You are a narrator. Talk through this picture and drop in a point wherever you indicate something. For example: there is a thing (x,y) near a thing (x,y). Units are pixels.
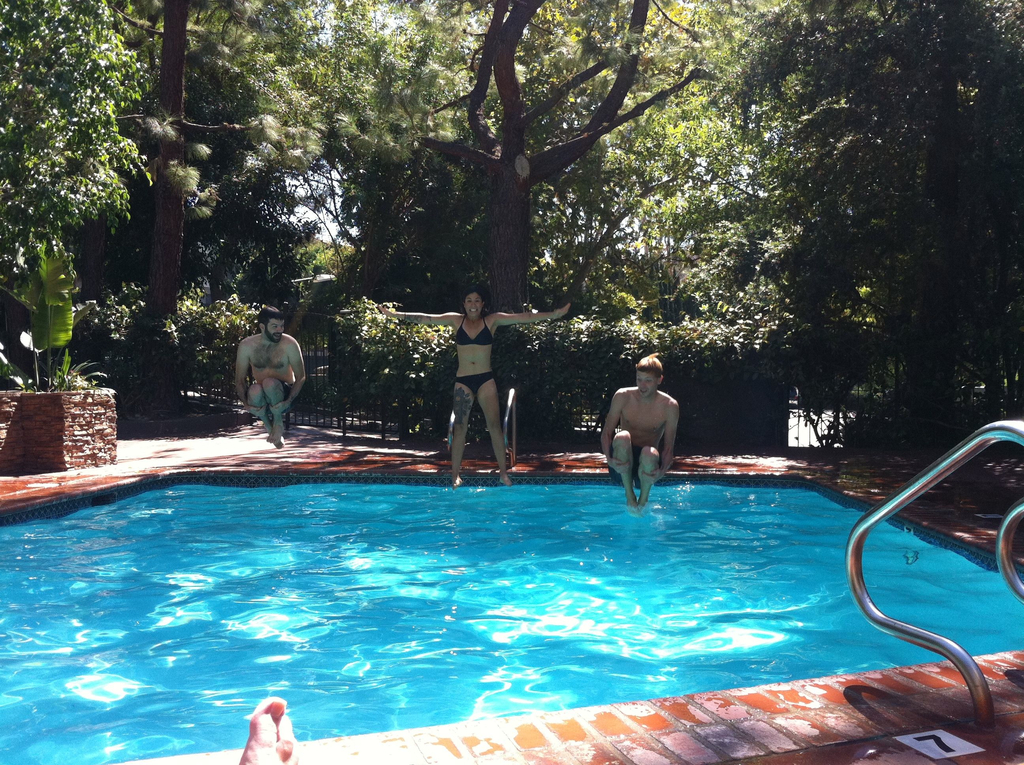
This picture shows a swimming pool (271,555). We see a man (298,360) and a woman (396,313) jumping into the water (400,568) and another man (671,446) jumping and we see trees (553,235) and another human leg (254,713) and metal rods (505,435) to climb up.
